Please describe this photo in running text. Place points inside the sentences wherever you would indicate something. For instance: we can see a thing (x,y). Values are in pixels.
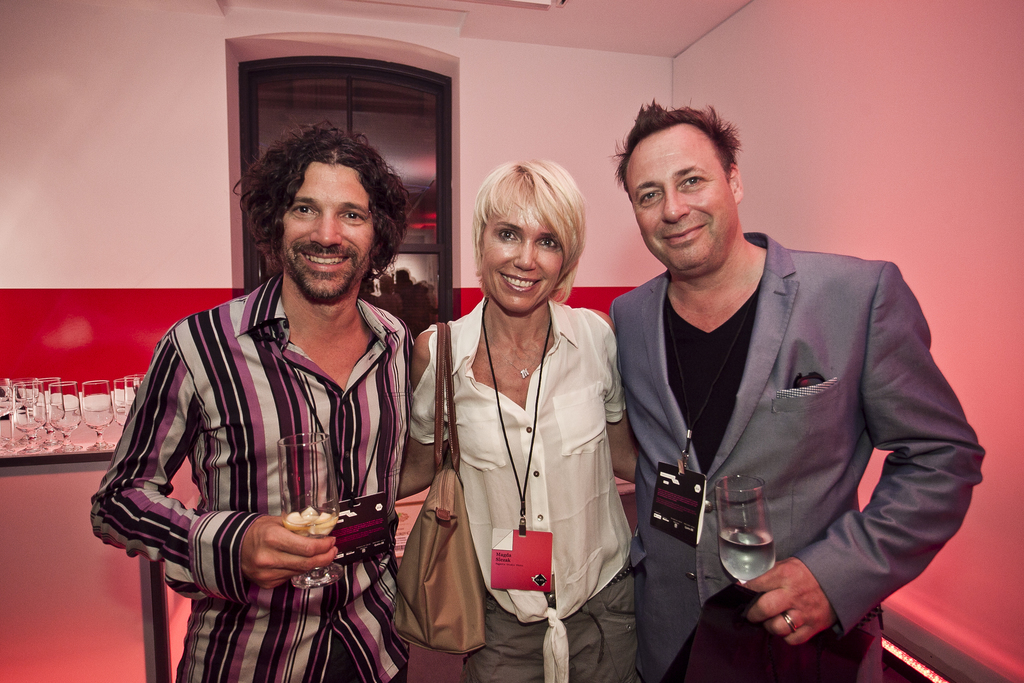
In this image we can see three people (487,399) standing wearing lanyards (510,553) and holding glasses (321,531). In the background (477,169), we can see the wall (233,180) and the window (240,123). On the left (51,411), we can see some glasses (86,422) kept on the table (65,453).
